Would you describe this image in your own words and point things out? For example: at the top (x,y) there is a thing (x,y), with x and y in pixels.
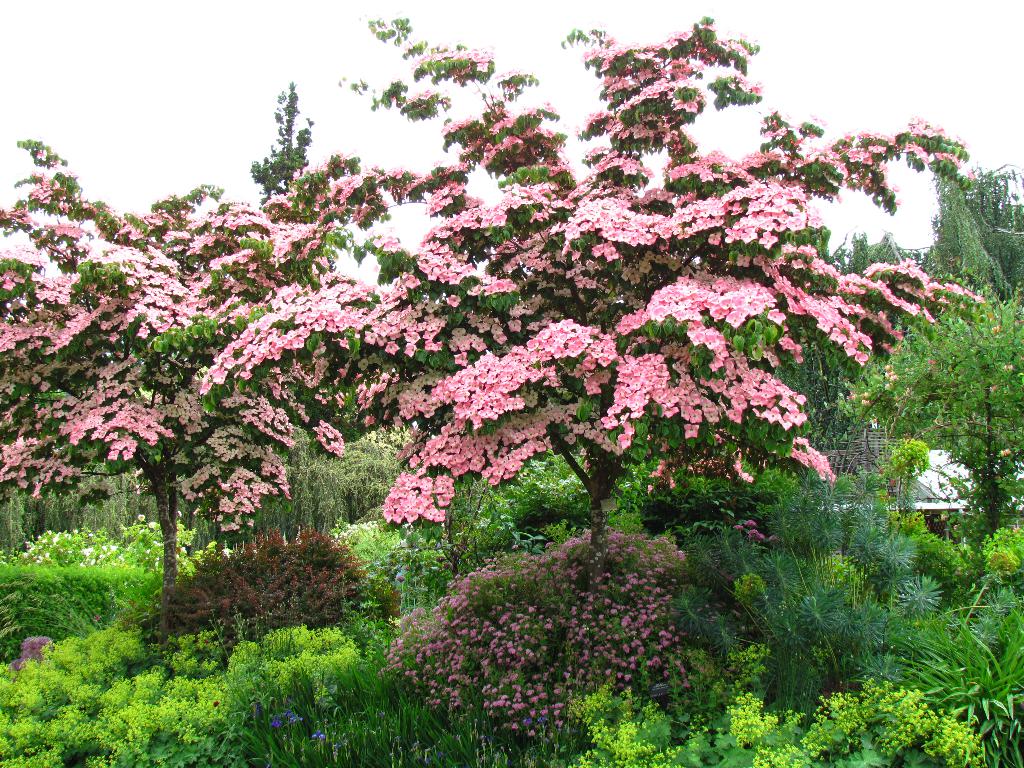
In this picture we can see trees (481,473), plants (554,482) and grass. On the tree (205,477) we can see pink color flowers (591,359). At the top (937,43) we can see sky (636,25) and clouds (760,15). On the right (947,491) we can see a white color object (932,482).
